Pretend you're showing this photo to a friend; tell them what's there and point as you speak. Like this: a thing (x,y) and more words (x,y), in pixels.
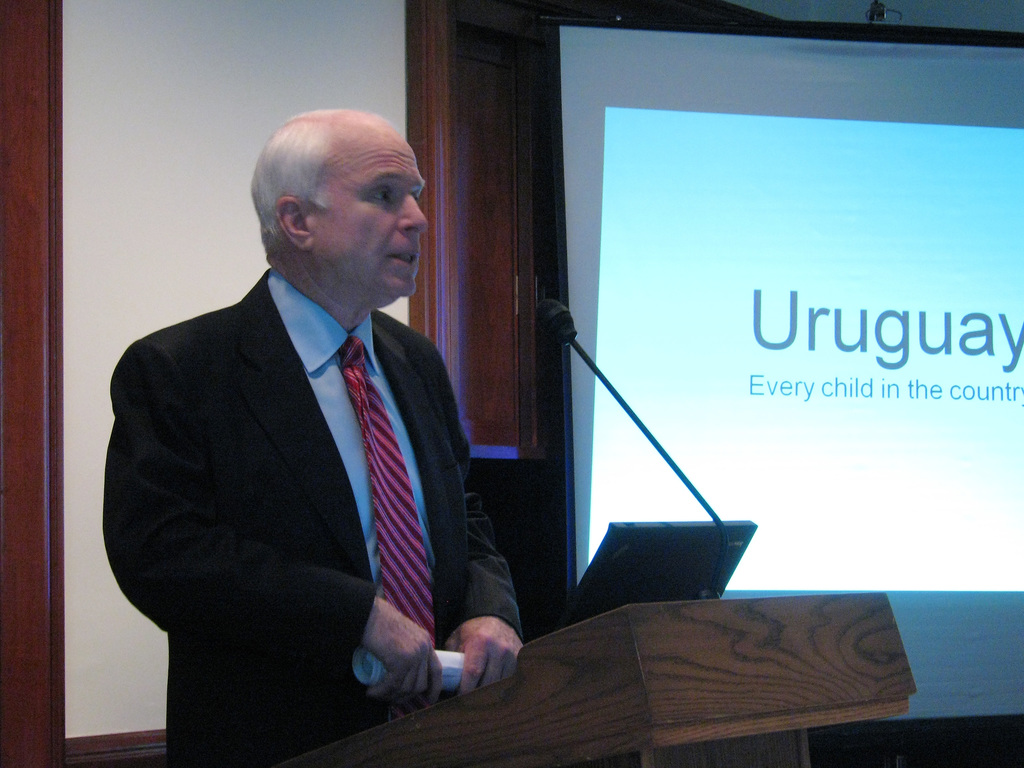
In this picture a man (461,476) standing and holding papers (457,674) in his hand (403,615) and looks like a laptop (672,569) and a microphone (724,575) on the podium (689,705). I can see a projector screen (824,188) displaying some text (847,347).
